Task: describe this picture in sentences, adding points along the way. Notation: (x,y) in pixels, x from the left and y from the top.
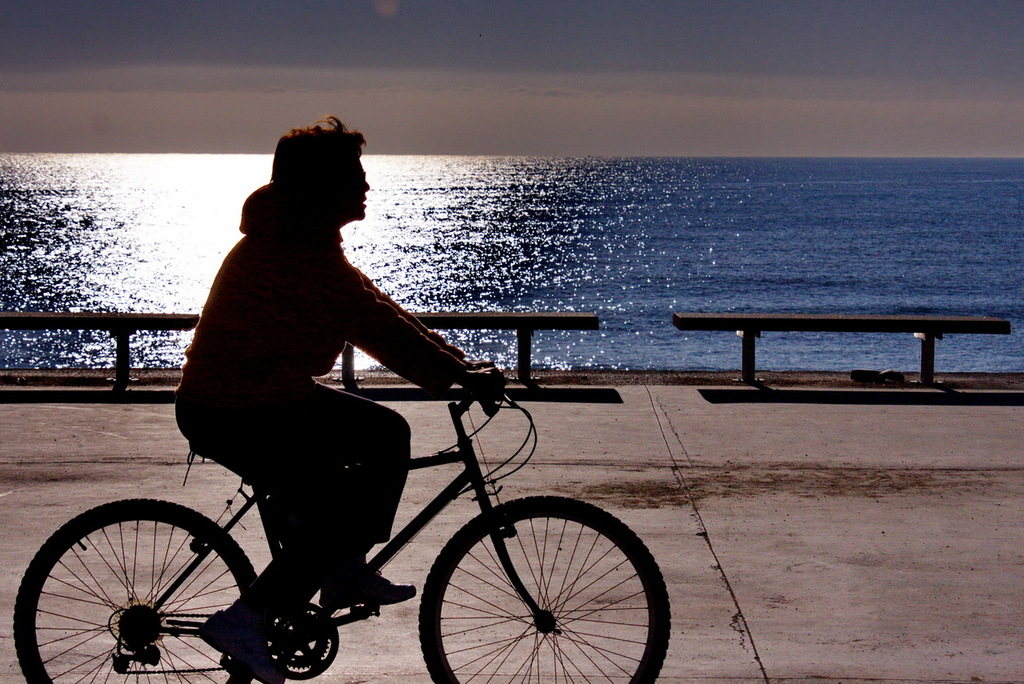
There is a person (267,398) on the cycle (578,603) and riding a bicycle (451,498). There are three benches (60,319) to the corner of that road (757,397). There is a beach (644,221) and a blue sky (630,57).
